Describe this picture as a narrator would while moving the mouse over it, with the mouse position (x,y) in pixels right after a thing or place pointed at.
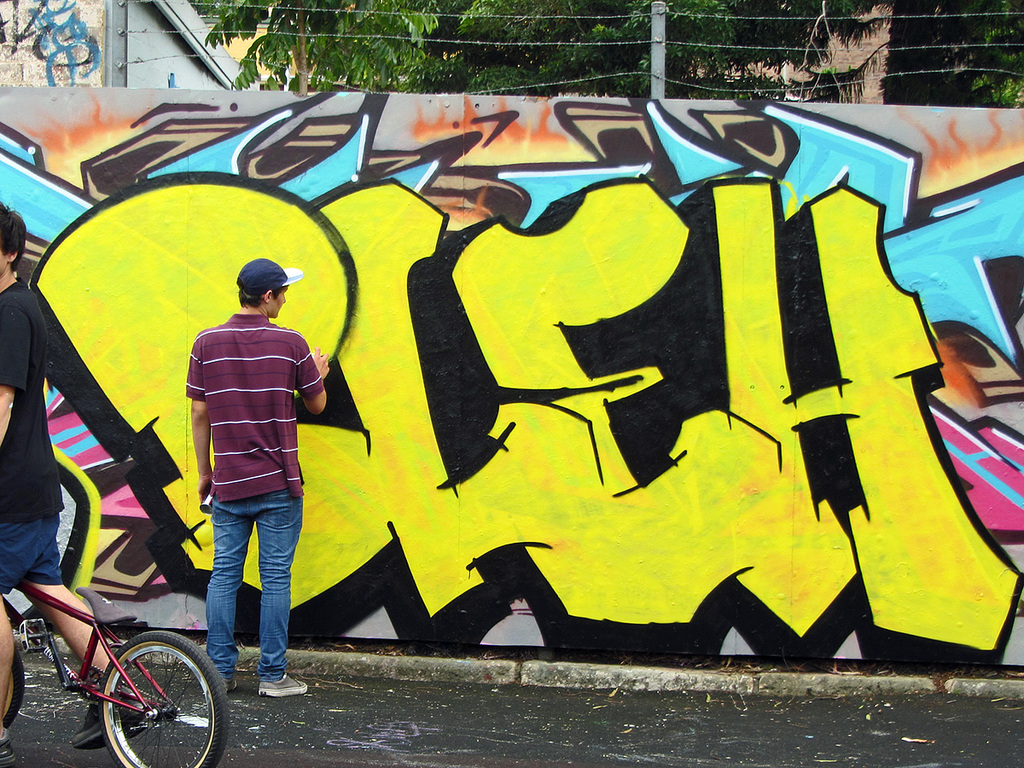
In this picture, we see a man (275,391) maroon t-shirt (248,427) and blue jeans (264,572) is painting the wall (567,474). This picture is clicked outside the city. We can see even a man (49,559) in black t-shirt (31,437) is riding bicycle (107,617). Behind the wall (317,208), we see fence (660,89) and behind that, we see trees (736,13) and building (838,65).
